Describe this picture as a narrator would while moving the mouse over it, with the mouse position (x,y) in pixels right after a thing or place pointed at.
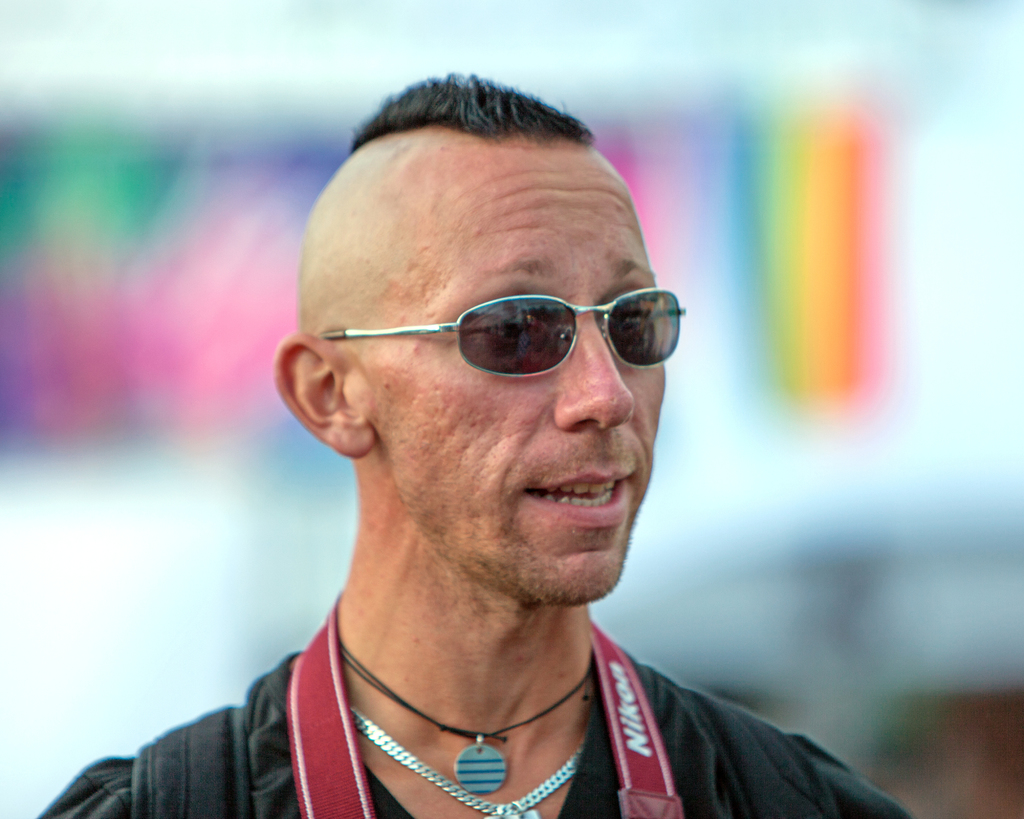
In the image there is a man (401,327) in black dress (272,740) with chains (470,738) on his neck (535,683), he is wearing glasses (465,319) and the background (746,59) is blurry.
